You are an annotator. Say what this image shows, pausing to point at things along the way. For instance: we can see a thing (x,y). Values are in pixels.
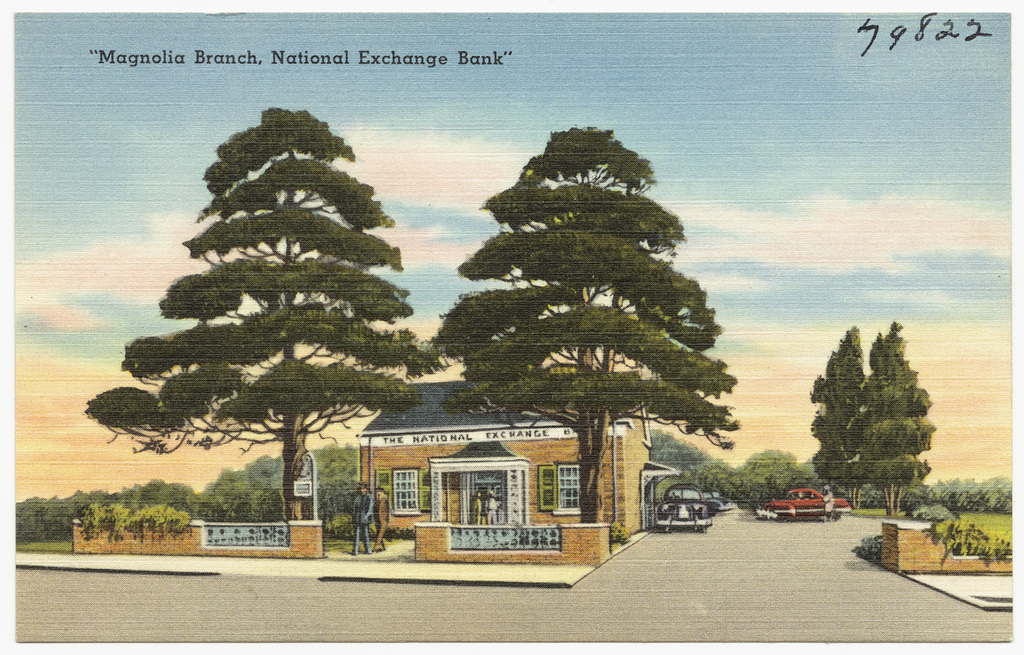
This is an art image where we can see houses (636,523), vehicles (664,517) moving on the road (367,597), we can see people (492,513), trees (588,313) and the sky (728,147) with clouds (360,135) in the background (857,281). Here we can see some edited text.
